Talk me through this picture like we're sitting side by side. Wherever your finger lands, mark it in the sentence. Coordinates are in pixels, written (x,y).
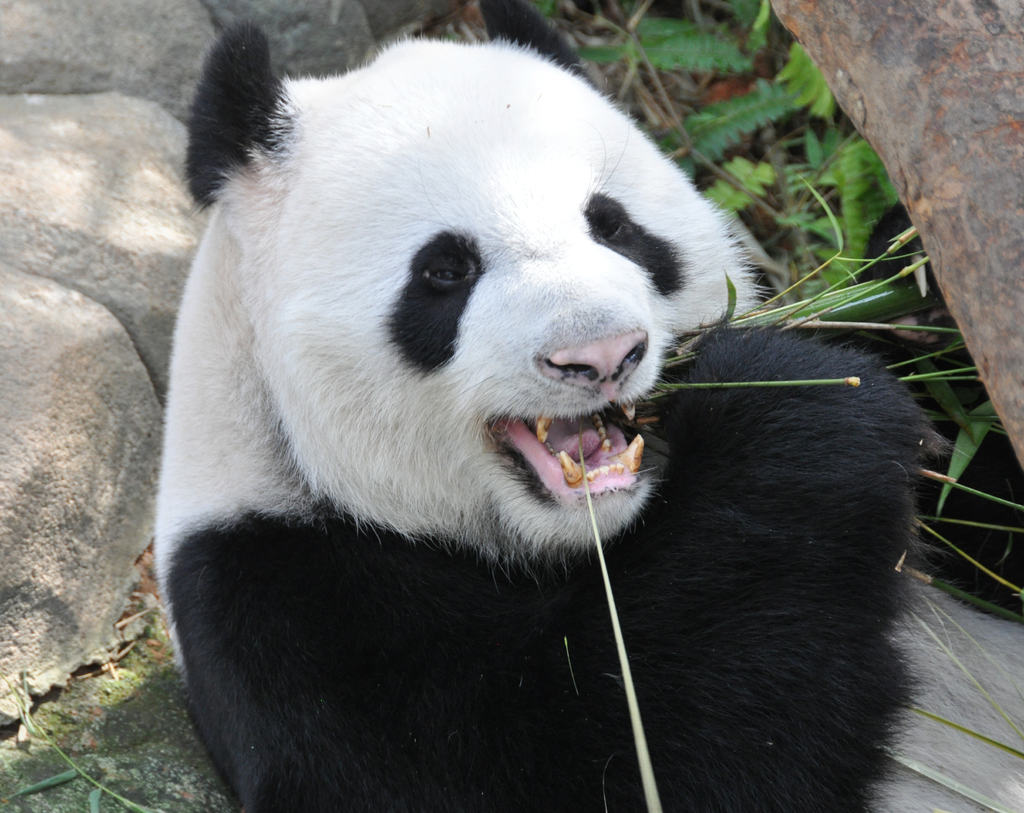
In this image we can see a panda (637,377) eating plants (848,286). In the background (5,317), we can see the rocks (38,279) and plants (697,42) on the ground (712,14).
